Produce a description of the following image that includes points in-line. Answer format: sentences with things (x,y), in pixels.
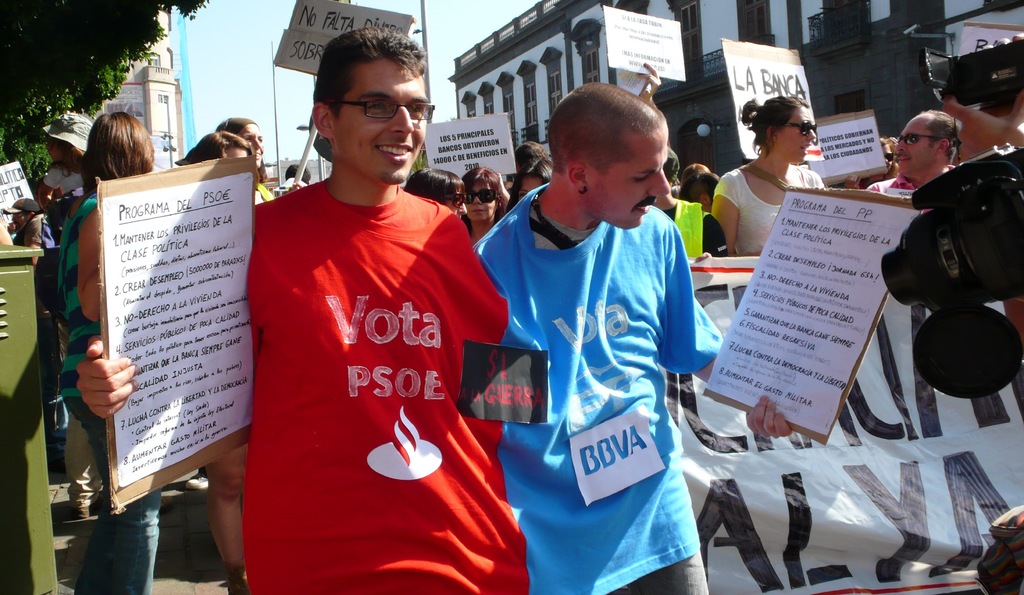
Group of people (299,226) standing and these two people (522,323) are holding boards (119,319) and we can see boards (749,398) and banner (952,502). Right side (982,248) corner of the image we can see camera (989,220). Background (470,15) we can see tree (13,42), buildings (168,71), poles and sky (253,29).
